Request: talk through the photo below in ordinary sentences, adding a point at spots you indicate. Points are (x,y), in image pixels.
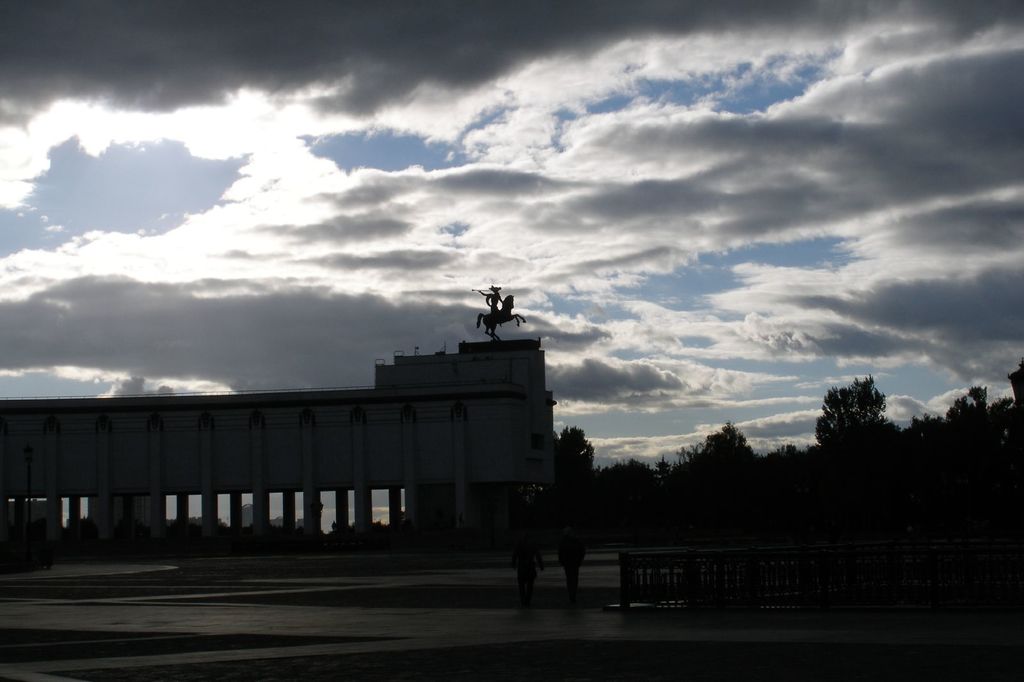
This image is taken during evening. In this image we can see a building (419,423) and on the top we can see a statue (492,336). Image also consists of many trees (846,451). In the background (801,37) we can see the cloudy sky (772,257) and at the bottom (689,597) there is fence (818,591) and also two people (519,570) walking on the road (275,600).
